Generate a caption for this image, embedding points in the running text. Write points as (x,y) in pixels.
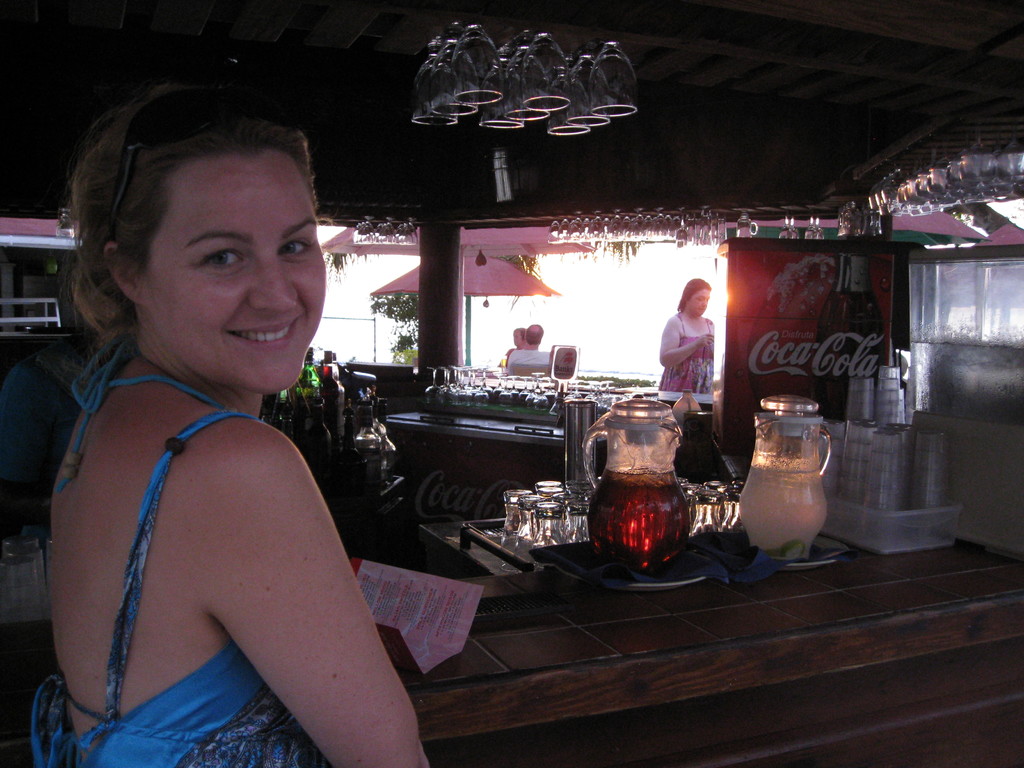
In this picture I can see a woman (273,302) in front (185,291), who is smiling and I see a table (702,590) in front of her, on which there are glasses (900,423) and jars (677,494). In the middle of this picture (348,444) I see number of bottles (322,404). In the background (898,250) I can see a machine (822,308) on the right side of this picture (770,306) on which there is something written and I can see a woman (706,282) and few people (524,349) and I can also see few more glasses (470,382) and I see the white color background (506,302).
